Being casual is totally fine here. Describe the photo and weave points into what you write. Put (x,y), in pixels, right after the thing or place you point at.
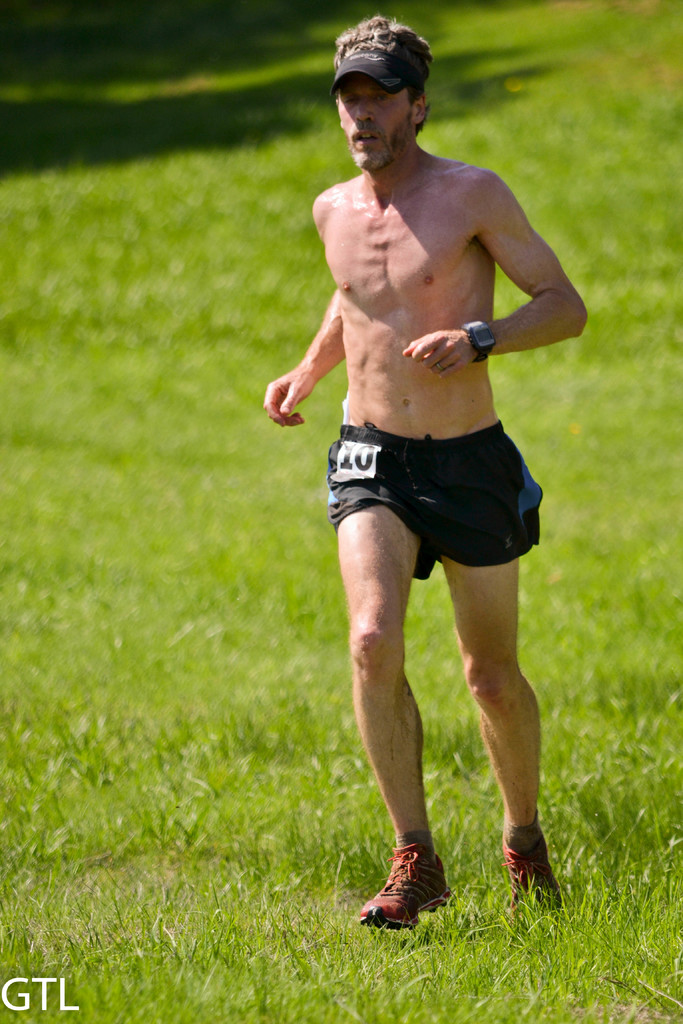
In this image, we can see a person (391,780) is running on the grass (492,924). He wore a cap (368,70) and watch (483,336). At the bottom of the image (42,1006), we can see a watermark (53,992).
